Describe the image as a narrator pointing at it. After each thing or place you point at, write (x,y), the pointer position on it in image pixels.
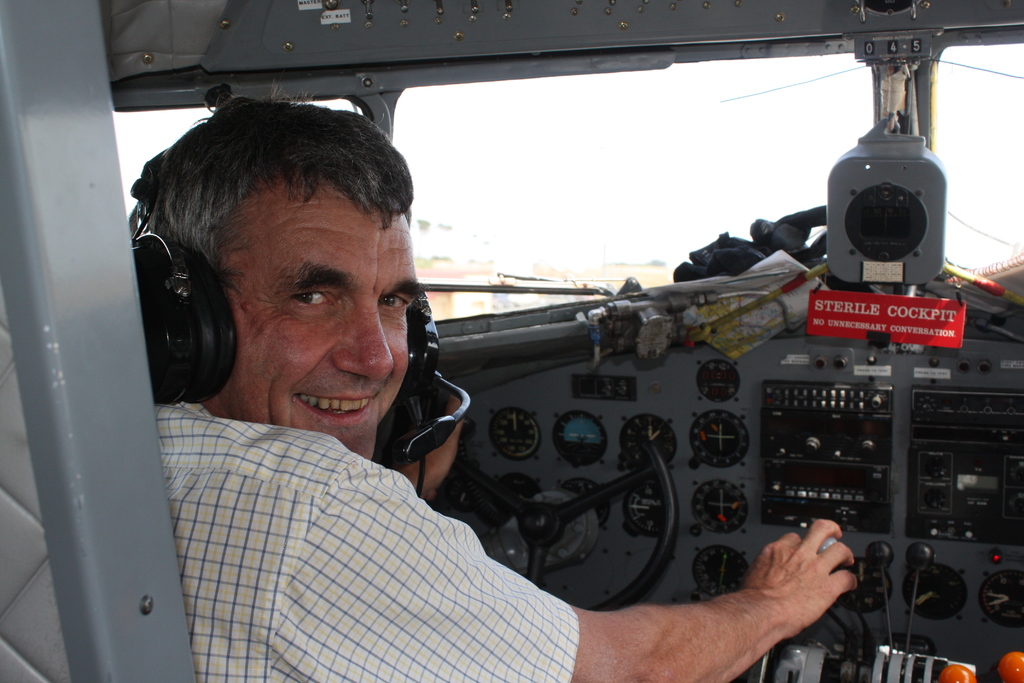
Here we can see a man (351,458) is holding a steering (491,496) and a metal item (840,551) in his hands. In the background (459,164) there are glass doors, meters (726,380) and some electronic devices (828,398). Through the glass door (662,145) we can see sky (522,154) and a vehicle (512,301). On the left (51,477) there is an object (10,533).
